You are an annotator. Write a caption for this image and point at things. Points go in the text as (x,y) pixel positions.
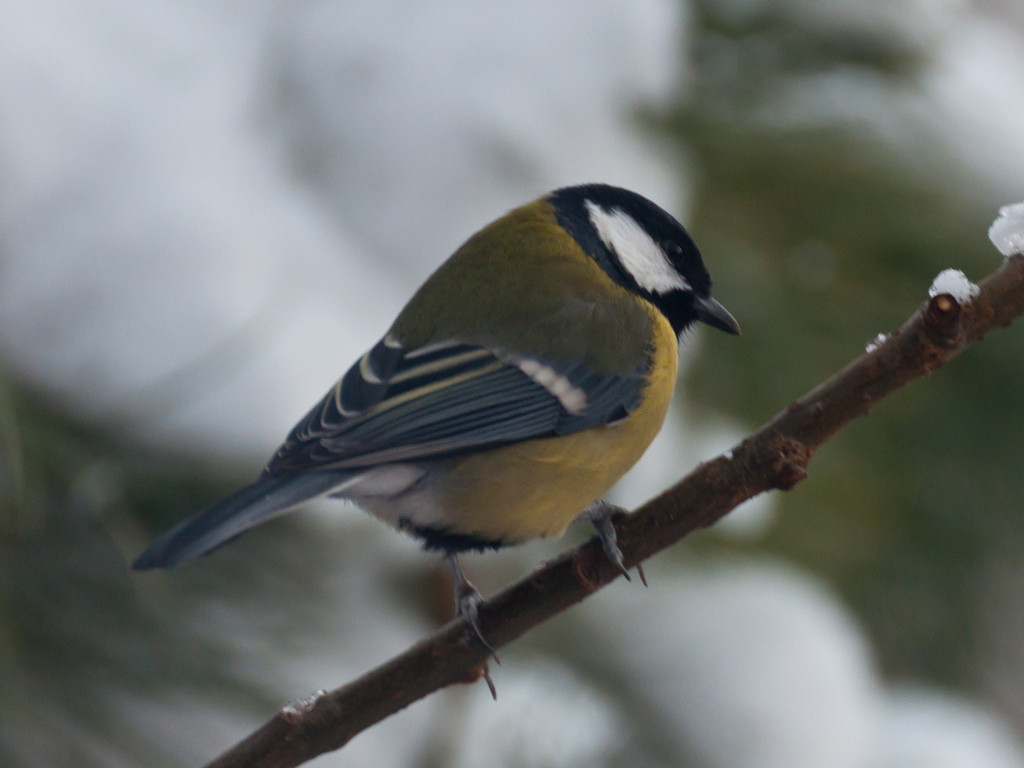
In the center of the image (572,324), we can see a bird (509,406) on the stick (589,555) and there is some ice (943,276) and the background (903,12) is blurry.
